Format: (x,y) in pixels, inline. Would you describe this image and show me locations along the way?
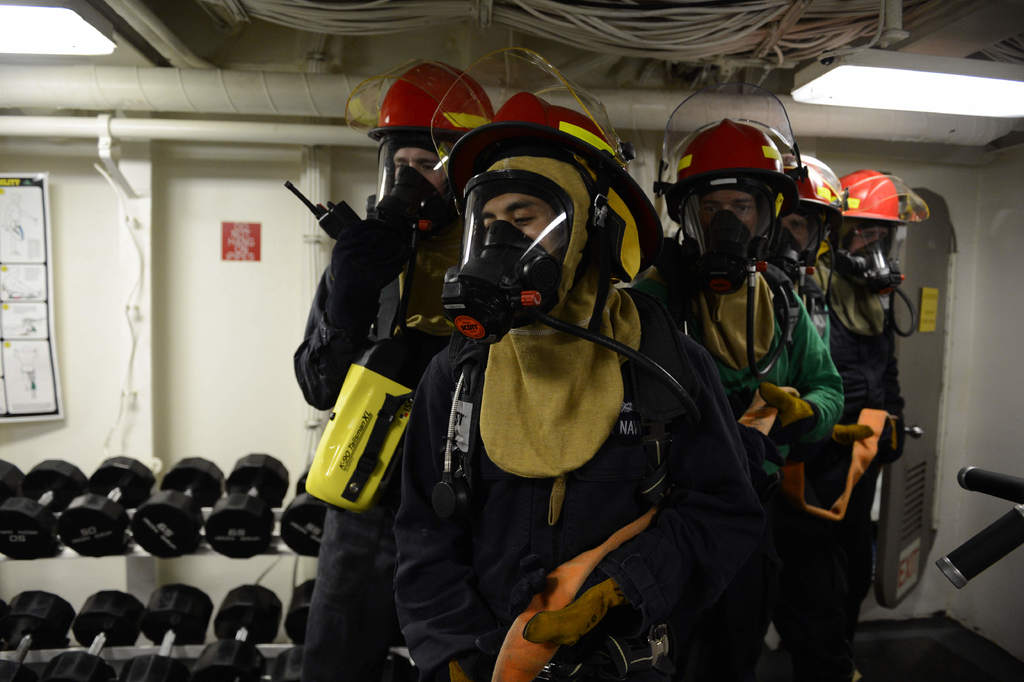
In this image, we can see people (469,292) wearing oxygen helmets (717,142) and in the background (49,477), there are dumbbells (127,489) and at the top (518,25), we can see wires (643,47) and there is a board (40,318) placed on the wall (61,320).
